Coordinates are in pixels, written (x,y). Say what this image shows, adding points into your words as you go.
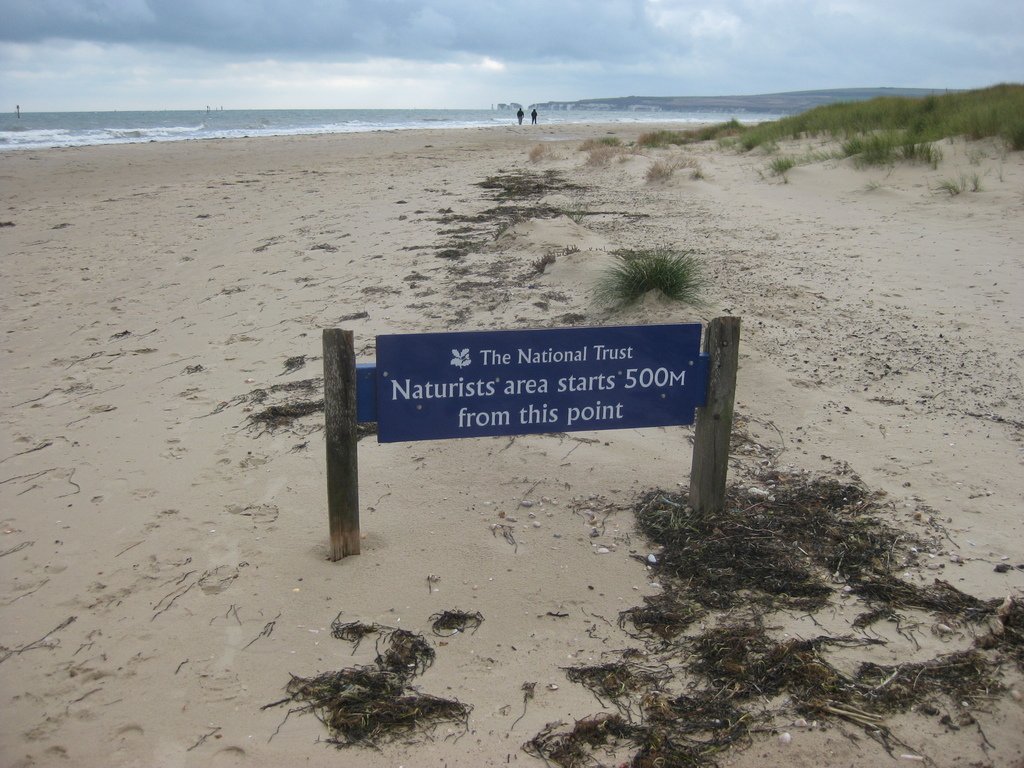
In the image there is a name board (517,393) in the front (720,385) on the beach (333,580), on the back (519,114) there are two persons (532,122) visible in front of the ocean (294,125) and above its sky (257,31) with clouds (581,43).
